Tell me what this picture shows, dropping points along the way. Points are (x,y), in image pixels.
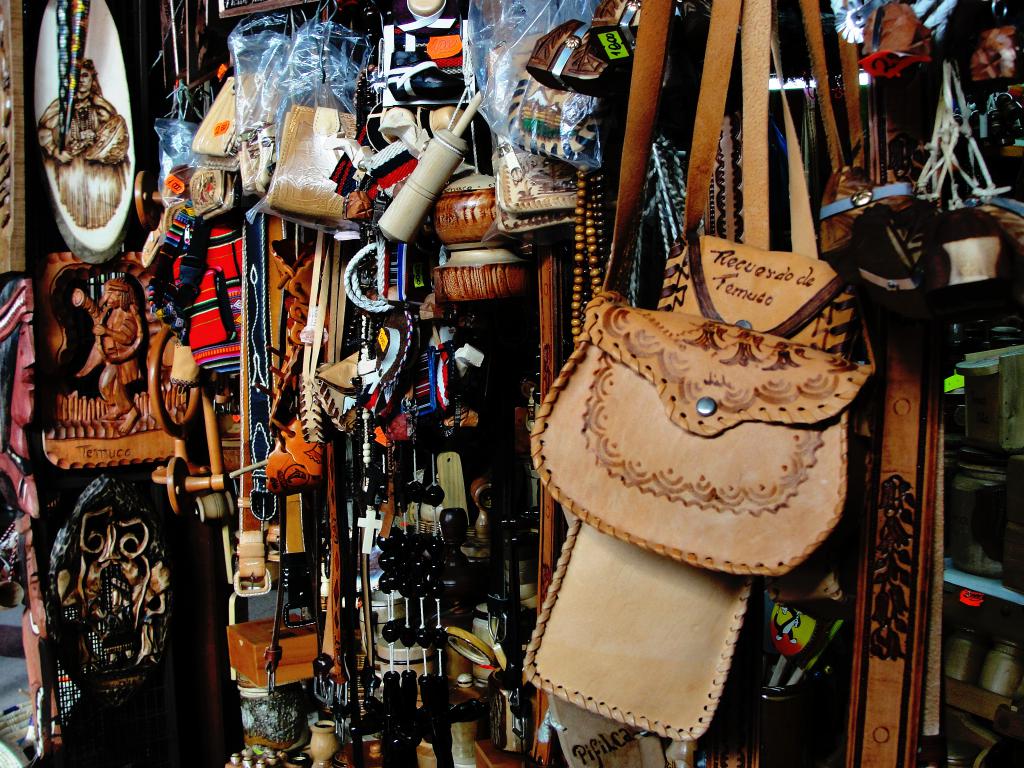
In the foreground of this image (566,590), we see many objects (528,577) like sling bags (713,419), belts (269,398), hangings (404,549), pots (292,718), few wall hanging sculptures (112,365) and bags (201,273).
